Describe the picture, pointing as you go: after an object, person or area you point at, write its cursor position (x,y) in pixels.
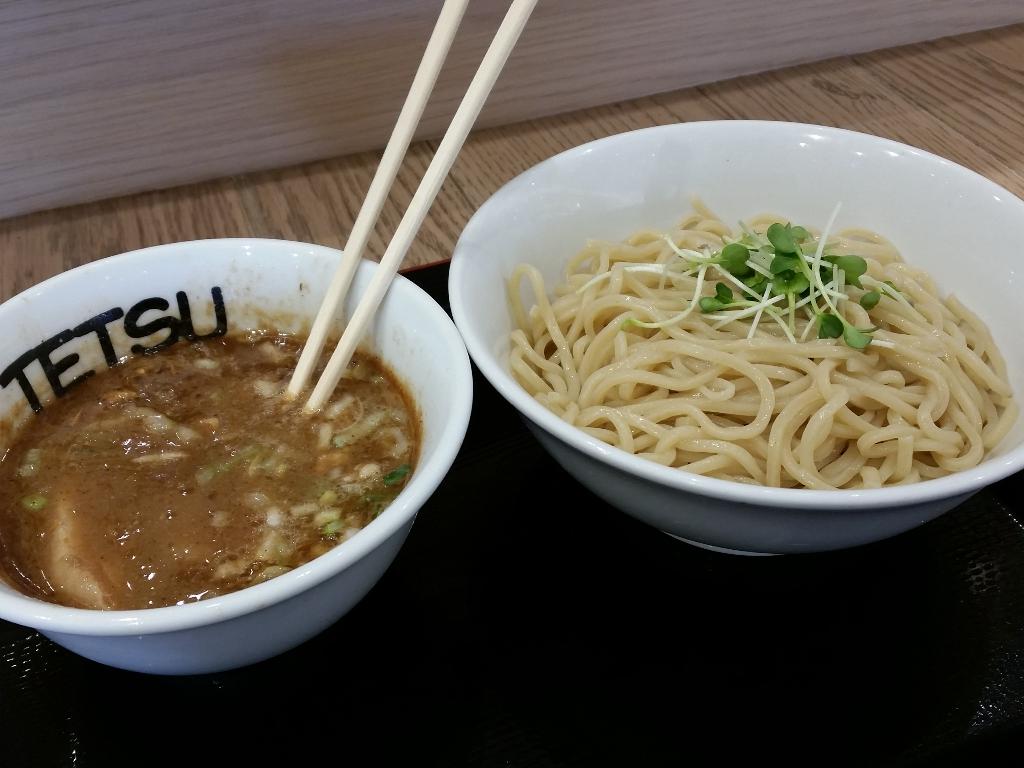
In this table (409,182) there is noodles (533,272) in one bowl (553,210) and there is some food (237,547) in another bowl (405,346) with two chopsticks (390,245).
